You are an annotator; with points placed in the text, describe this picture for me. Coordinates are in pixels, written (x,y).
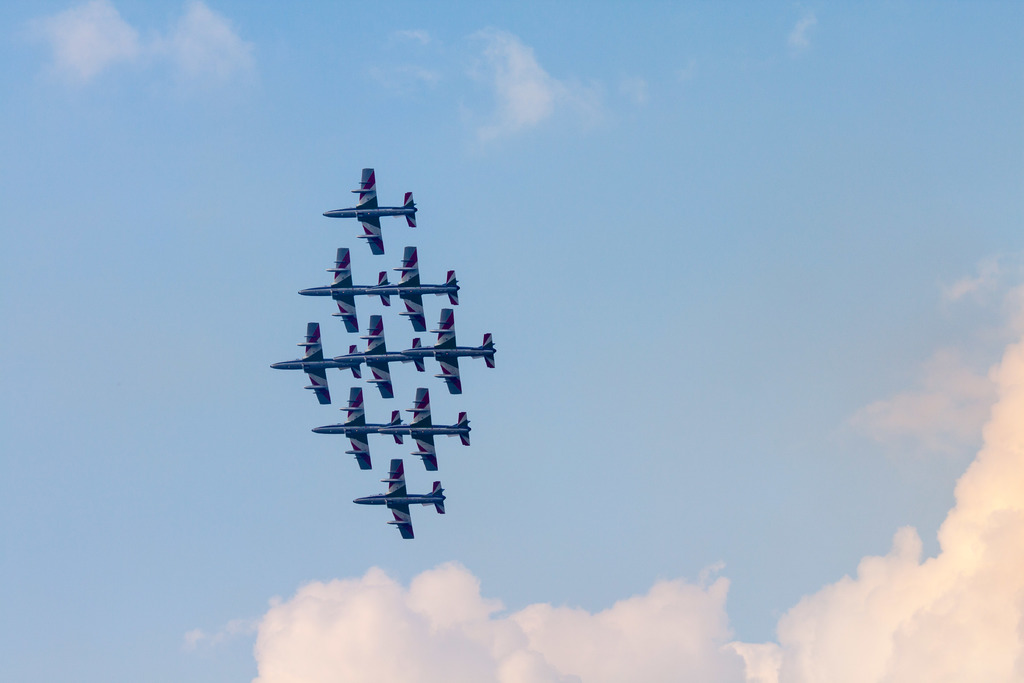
In the image there are few planes (382,274) flying in the sky (544,280).
